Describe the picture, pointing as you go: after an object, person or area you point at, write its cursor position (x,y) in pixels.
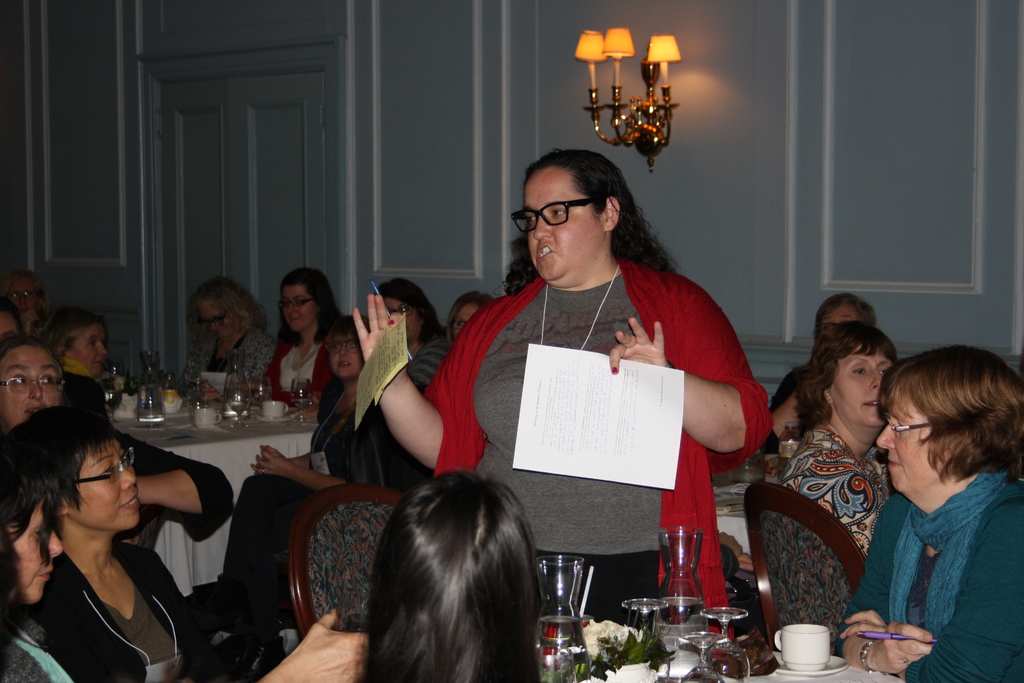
In this image there is a woman (446,411) standing and talking to all of them by holding a paper (391,356) and pen (376,286), and at the back ground (415,336) there are group of people (432,491) sitting in chairs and on table (769,677) there are glasses (703,632), plates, cups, saucers (796,673), a lamp (649,106) fixed to a wall (512,149).
